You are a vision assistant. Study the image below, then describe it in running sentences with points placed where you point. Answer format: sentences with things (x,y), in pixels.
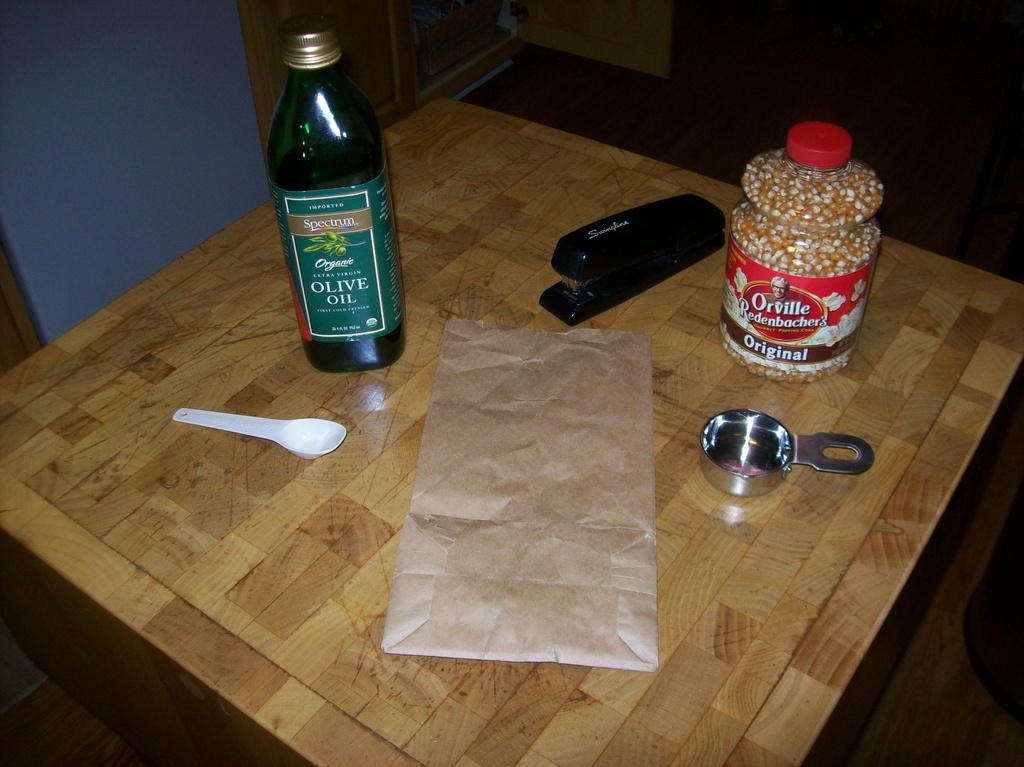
In this image I can see bottle (322,267), spoon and some of the objects (633,532) on the table (607,669).
